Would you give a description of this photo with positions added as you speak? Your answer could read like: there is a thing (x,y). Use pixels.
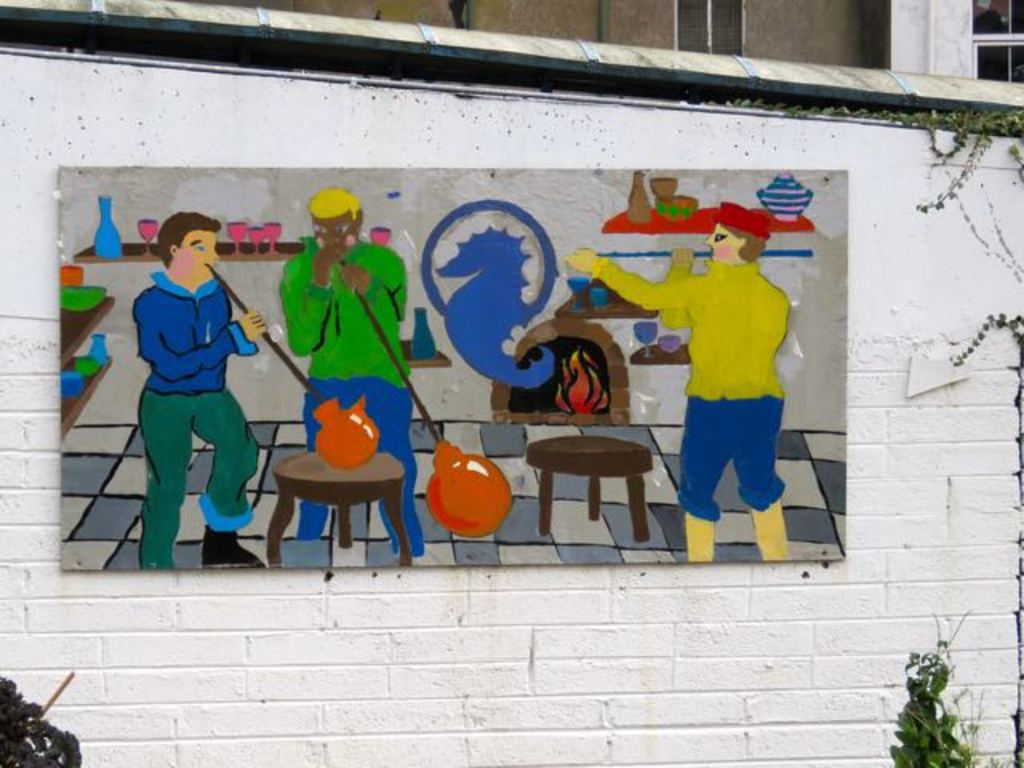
In the image there is a white wall (563,657) with painting (617,265) in the middle (480,348) with plants (931,715) on either side of it and behind it seems to be a building (699,44).
